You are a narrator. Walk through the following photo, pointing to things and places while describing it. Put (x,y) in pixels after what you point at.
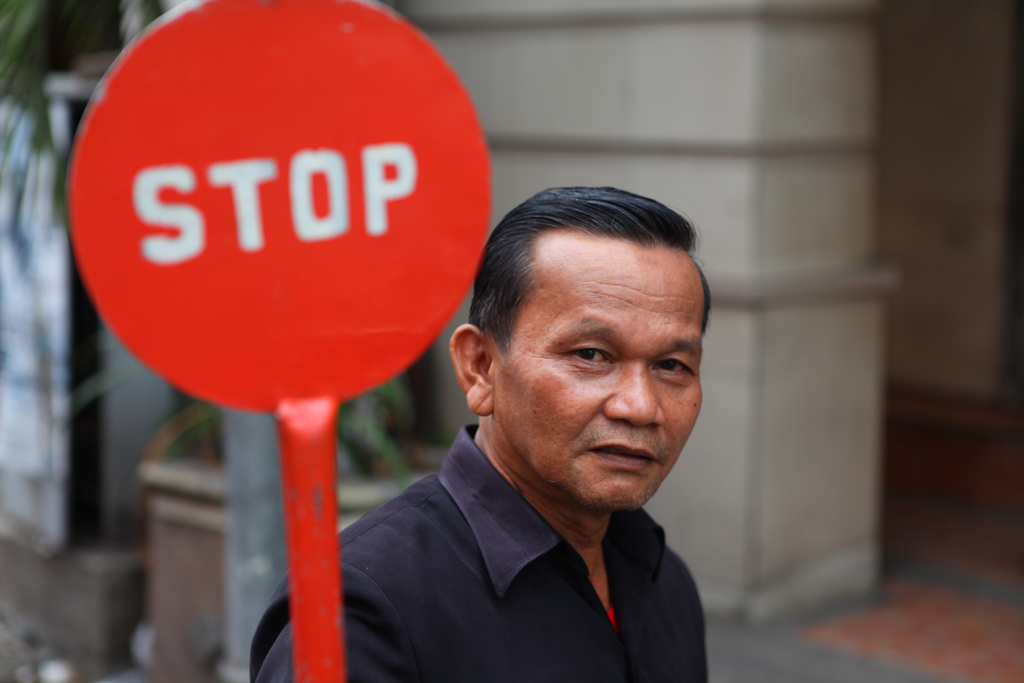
As we can see in the image there is a sign board (248,285), a man (259,650) wearing black color shirt (558,623), wall (791,597) and on the left side (42,36) there is a tree (3,46).
